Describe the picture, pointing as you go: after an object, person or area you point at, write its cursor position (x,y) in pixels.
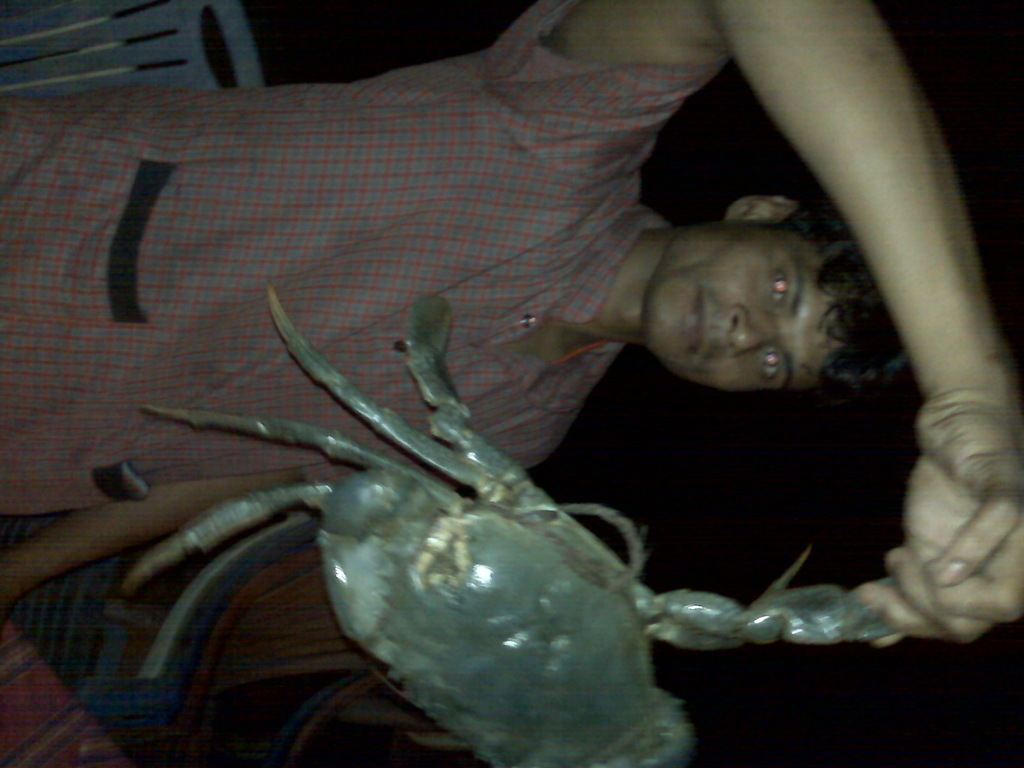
In the image we can see there is a man (499,323) standing and he is holding crab (479,537) in his hand (941,532). Background of the image (834,532) is dark.
